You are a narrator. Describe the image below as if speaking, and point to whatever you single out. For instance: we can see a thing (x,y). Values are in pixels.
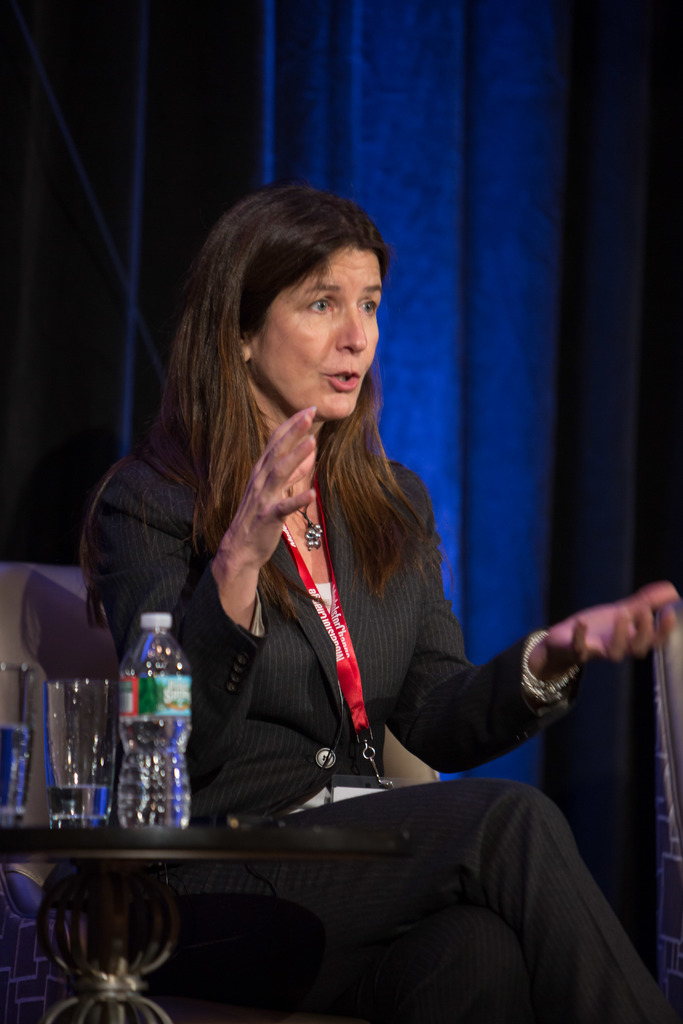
In this image there is a woman (250,642) who is sitting on the chair (62,600) and explaining, beside the woman (198,624) there is a bottle (162,726), glass (65,744) which are kept on the table (117,836). At the background (195,140) there is a curtain (360,105).
